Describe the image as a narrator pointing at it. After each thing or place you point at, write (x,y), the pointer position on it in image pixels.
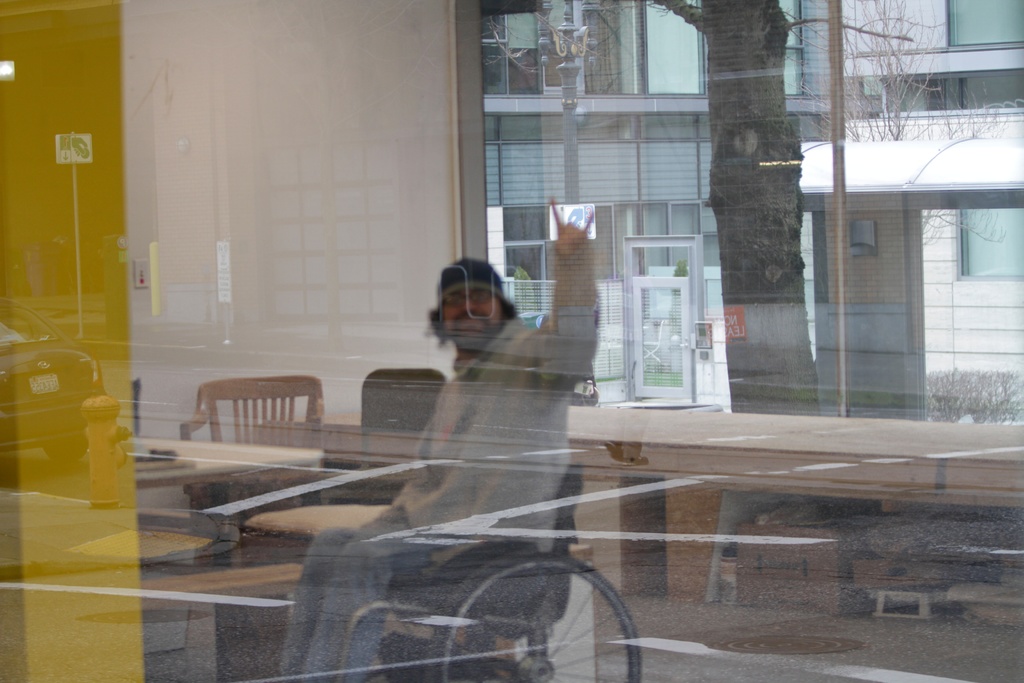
In this image there is a window (473,463), inside the window (420,461) there is a person (449,483) wearing goggles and a cap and sitting on the wheel chair (436,556), there are chairs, few objects (760,529) under the table (317,433), there is a building (867,229), tree (761,257) and plants (946,398).
